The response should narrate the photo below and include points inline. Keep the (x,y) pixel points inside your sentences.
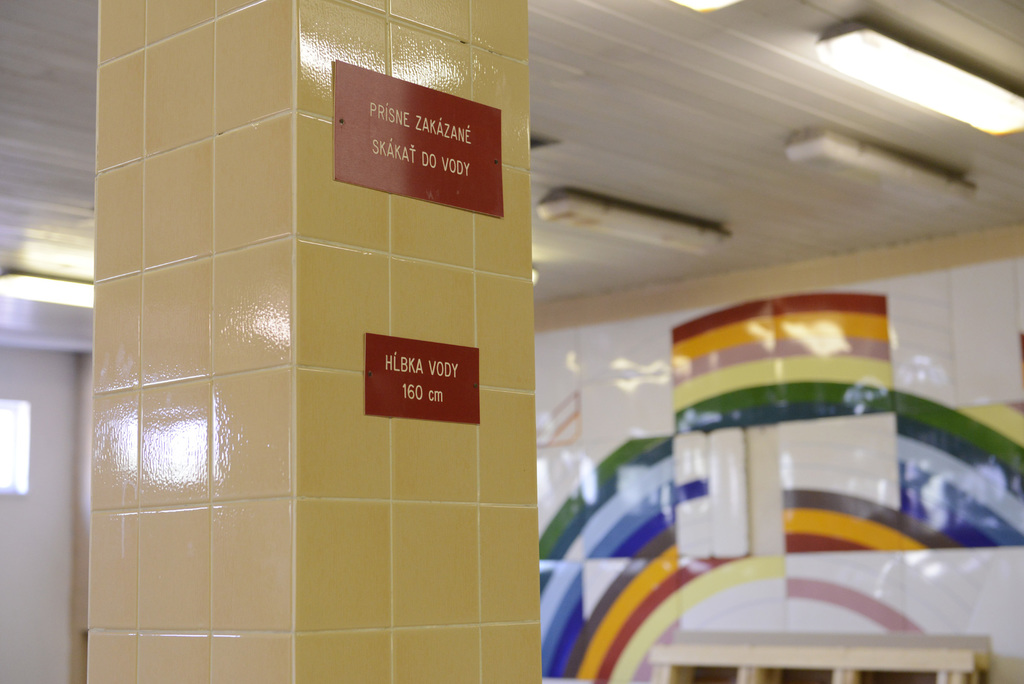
In the foreground of the picture (277,281) there is a pillar (470,513), on the pillar (417,210) there are name plates (428,350). In the background (844,266) there are lights (70,296), bench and wall (766,381).
